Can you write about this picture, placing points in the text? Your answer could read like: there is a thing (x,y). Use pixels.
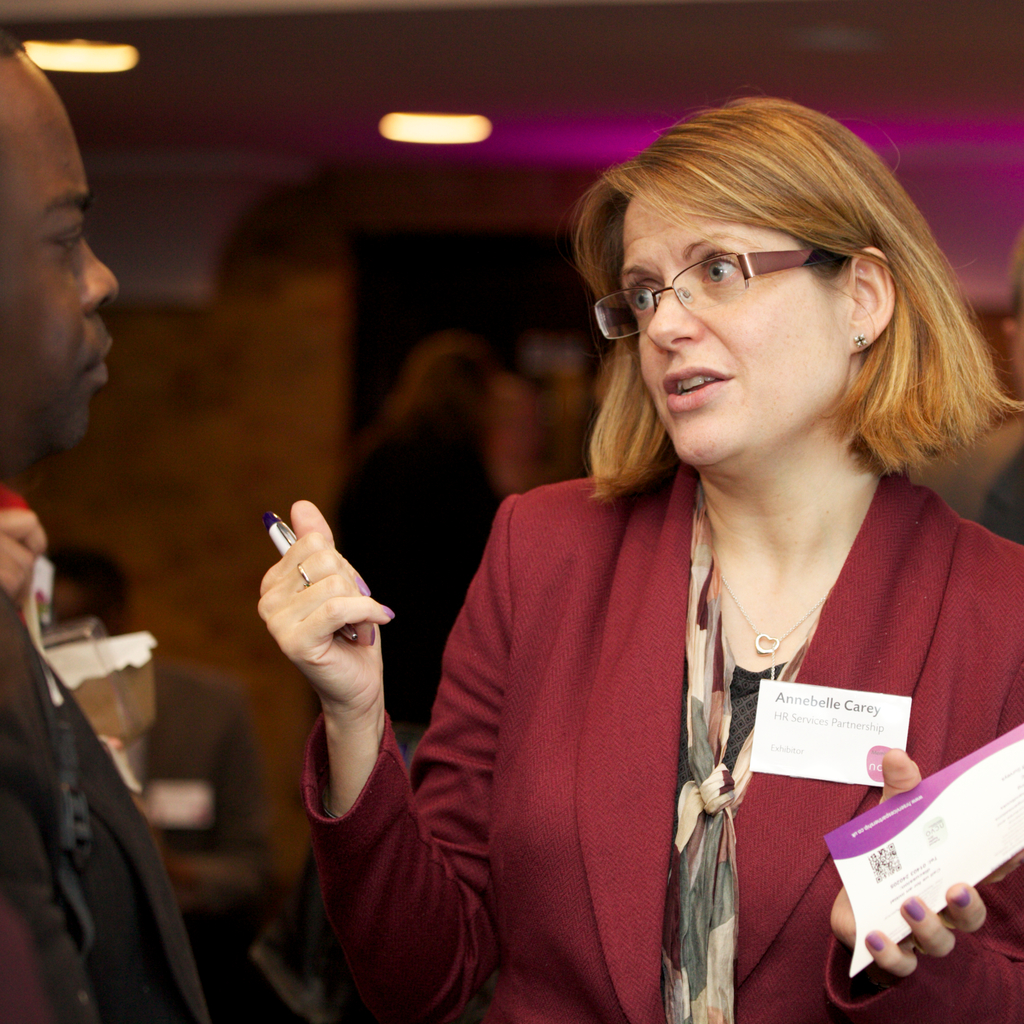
As we can see in the image there are few people (724,525) here and there. The woman (821,511) on the right side (883,509) is wearing red color jacket (600,839) and holding a poster (897,933). In the background (308,340) there is a wall (259,489). At the top (103,69) there are lights (401,121).
